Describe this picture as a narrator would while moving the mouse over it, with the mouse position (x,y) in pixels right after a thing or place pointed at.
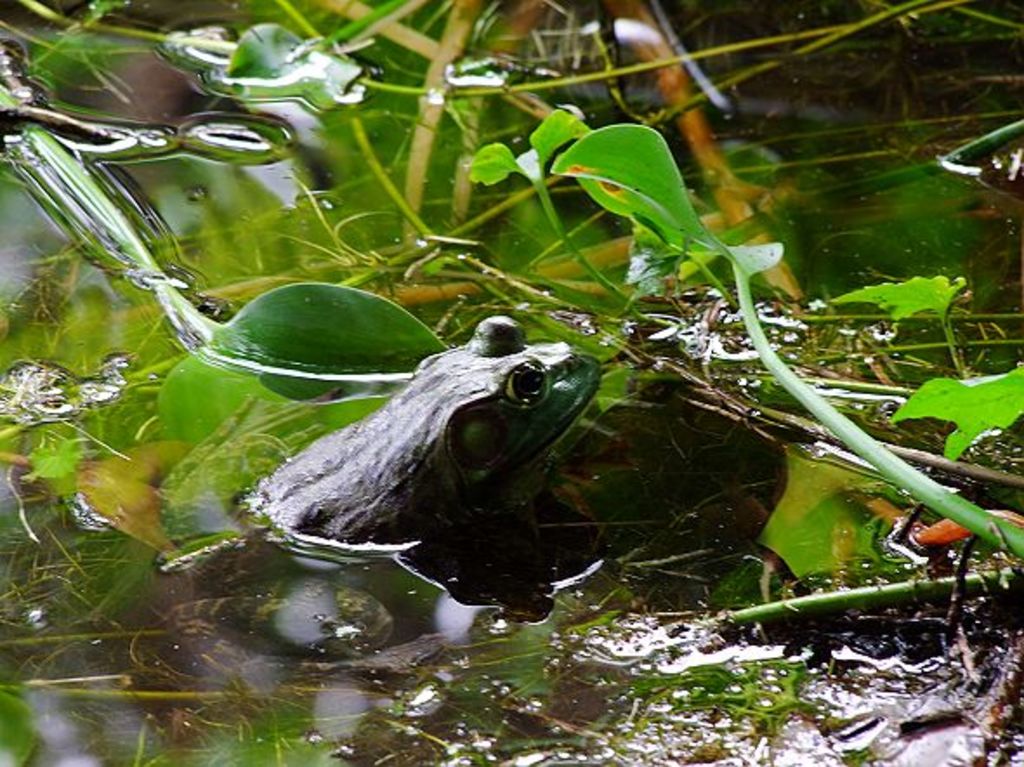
In this picture, we see a frog (444,473). It is in the water (460,613) and this water (489,640) might be in the pond (329,699). In front of the frog (549,384), we see a creeper plant (776,357) and some aquatic plants (226,435).
